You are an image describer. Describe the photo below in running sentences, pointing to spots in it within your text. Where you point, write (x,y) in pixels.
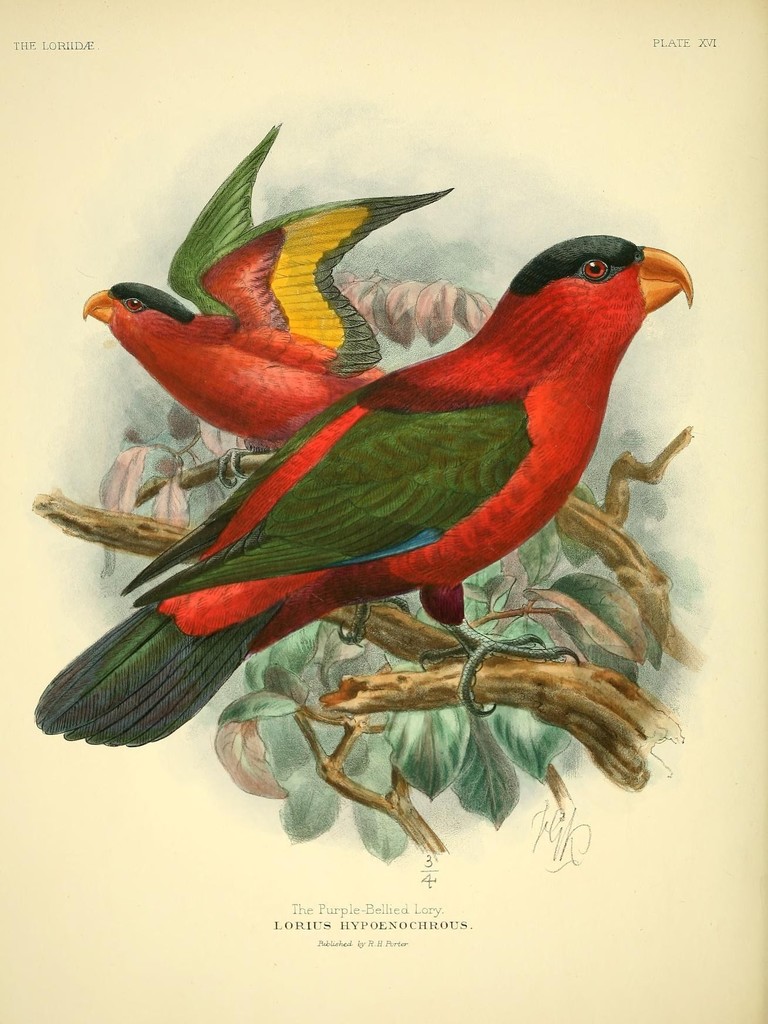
In this picture, we can see a paper (213,886) and on the paper (254,868) there is a painting (311,479) of two birds (275,455) standing on the branches (430,635) and on the paper (326,919) it is written something.
